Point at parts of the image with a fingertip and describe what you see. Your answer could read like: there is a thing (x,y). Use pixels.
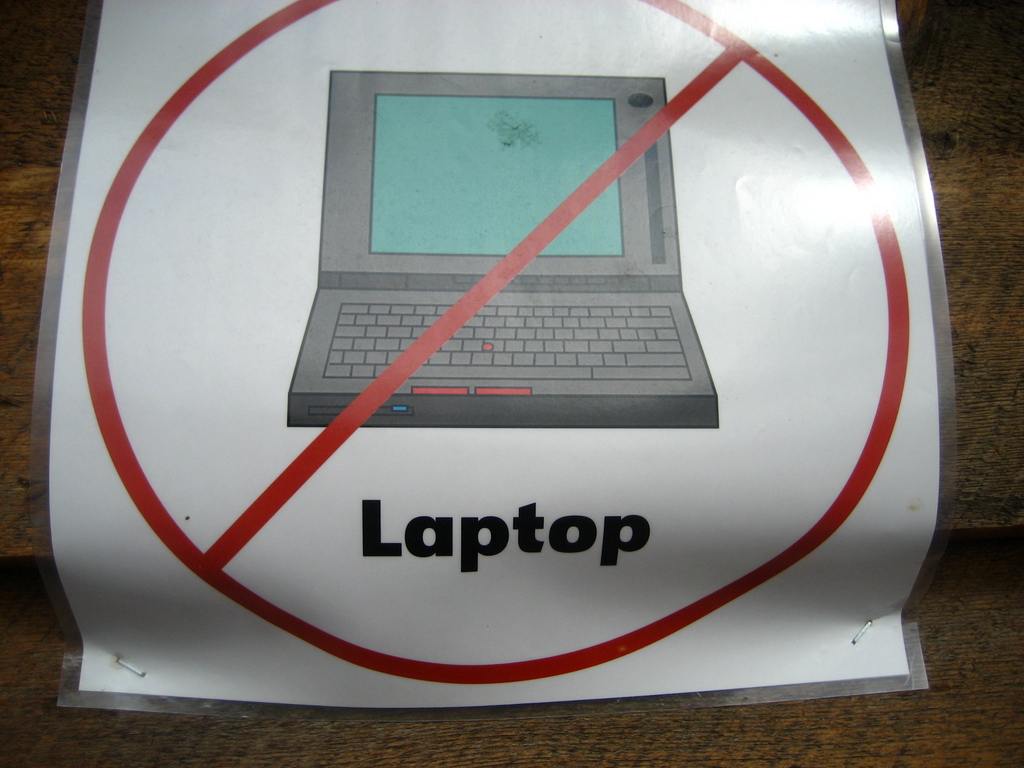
In this image, we can see a laminated paper (451,309) and there is an image (442,219) of a laptop (557,365) and some text (451,525) written on it. At the bottom (559,753), there is table (612,749).
